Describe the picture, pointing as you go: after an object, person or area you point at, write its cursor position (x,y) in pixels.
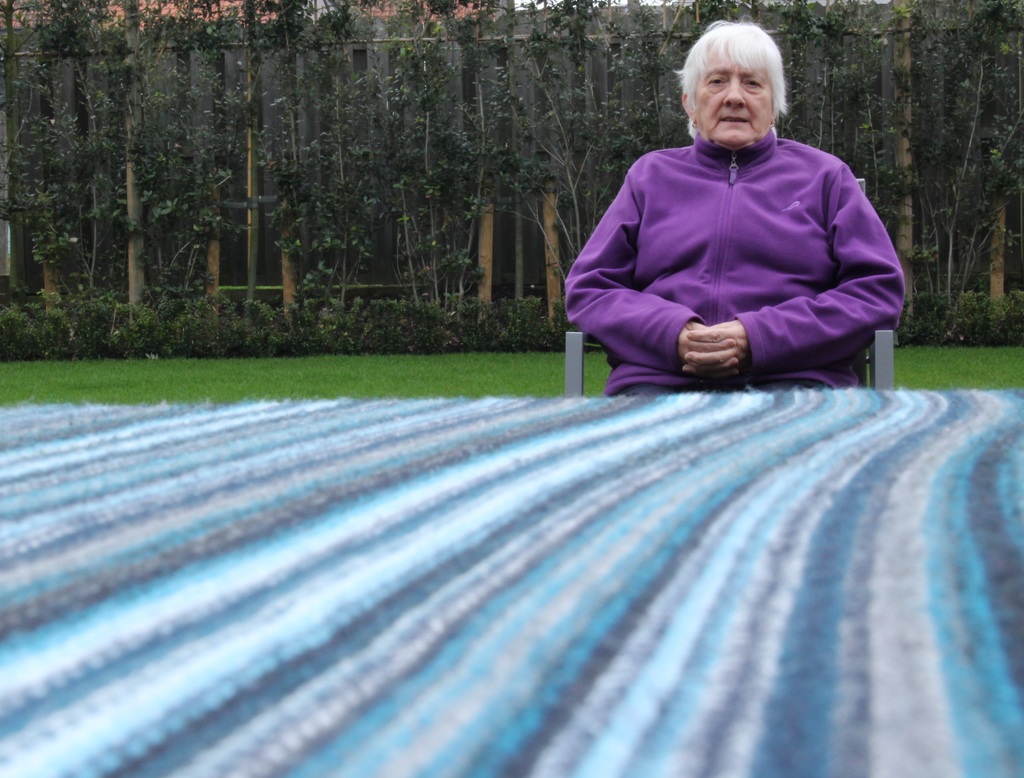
In this image I can see a person (721,260) sitting on the chair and wearing purple color dress (704,231). Back I can see trees (351,140). In front (545,496) I can see a multi-color blanket (552,522).
